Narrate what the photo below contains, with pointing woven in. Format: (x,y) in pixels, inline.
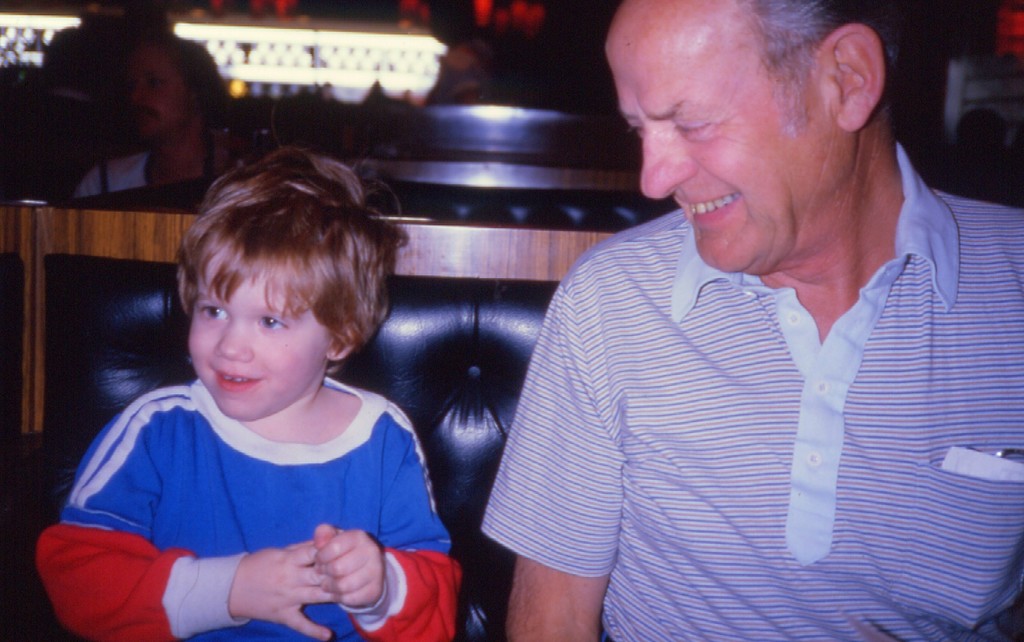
In this picture we can see a man (568,345) and a boy (271,432) sitting on a sofa (173,331) and smiling and at the back of them we can see some people (169,78), lights (258,74) and it is dark.
